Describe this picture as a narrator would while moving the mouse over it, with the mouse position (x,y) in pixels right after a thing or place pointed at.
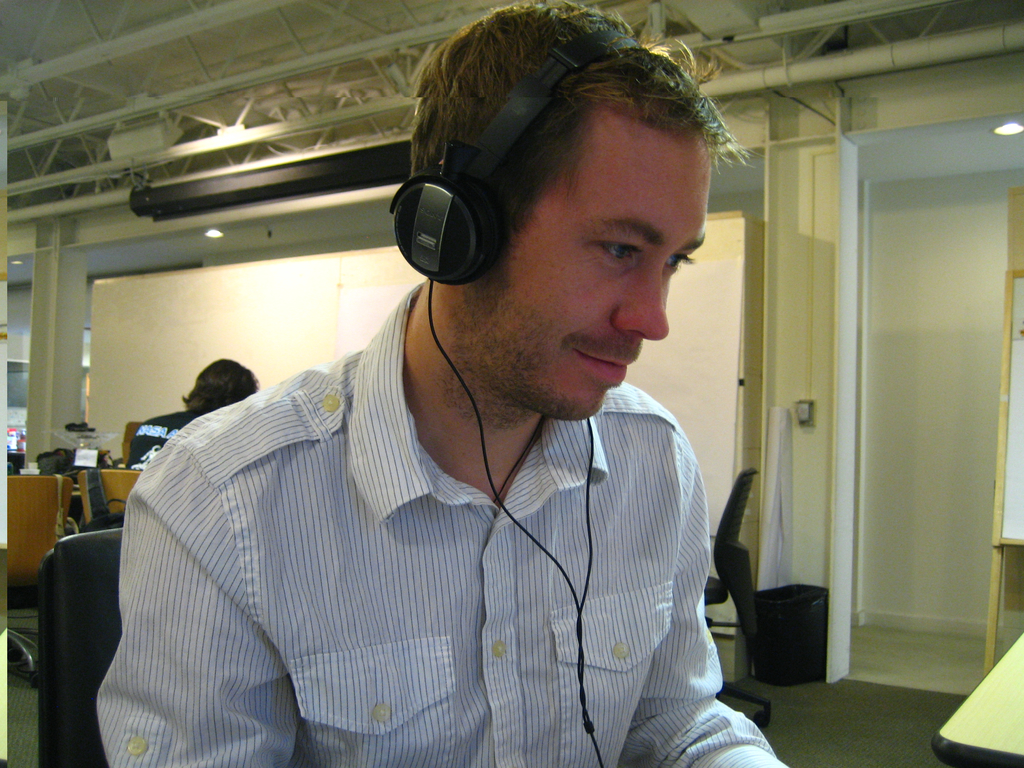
In this image there is a person (425,512) sat on the chair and he is wearing a headset (431,233) on his head (562,122). On the right side of the image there is a table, behind the person (326,395) there is another person (140,439) sat on the chair (109,482) and there are a few chairs (48,492) and tables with some stuff (80,439) on it. At the top of the image (147,64) there is a ceiling (194,95). In the background (390,310) there is a wall (821,380).
